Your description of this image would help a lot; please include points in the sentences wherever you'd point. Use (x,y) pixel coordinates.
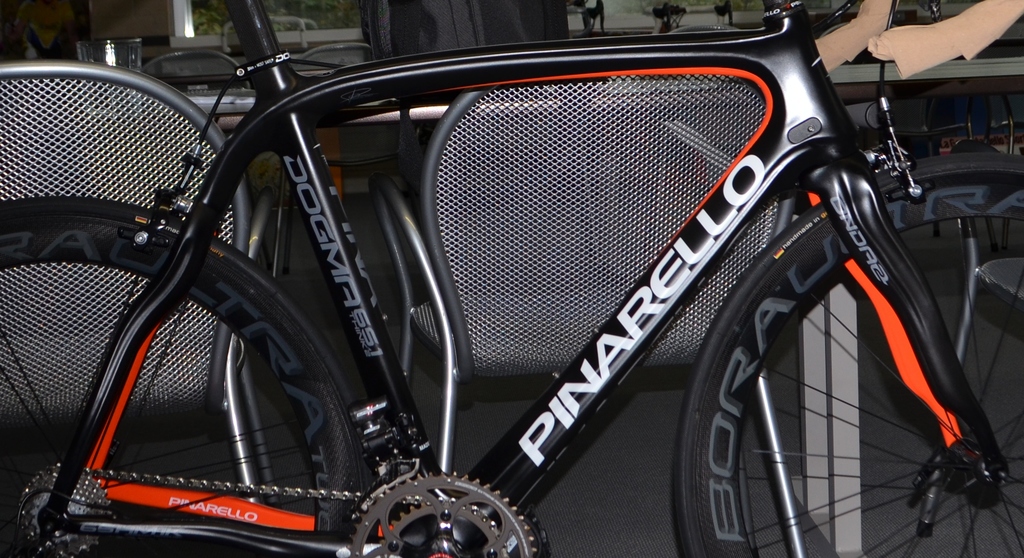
In this image, we can see a bicycle (395,373) and in the background (113,47), there is a glass (125,55) and we can see some other objects (836,34).
